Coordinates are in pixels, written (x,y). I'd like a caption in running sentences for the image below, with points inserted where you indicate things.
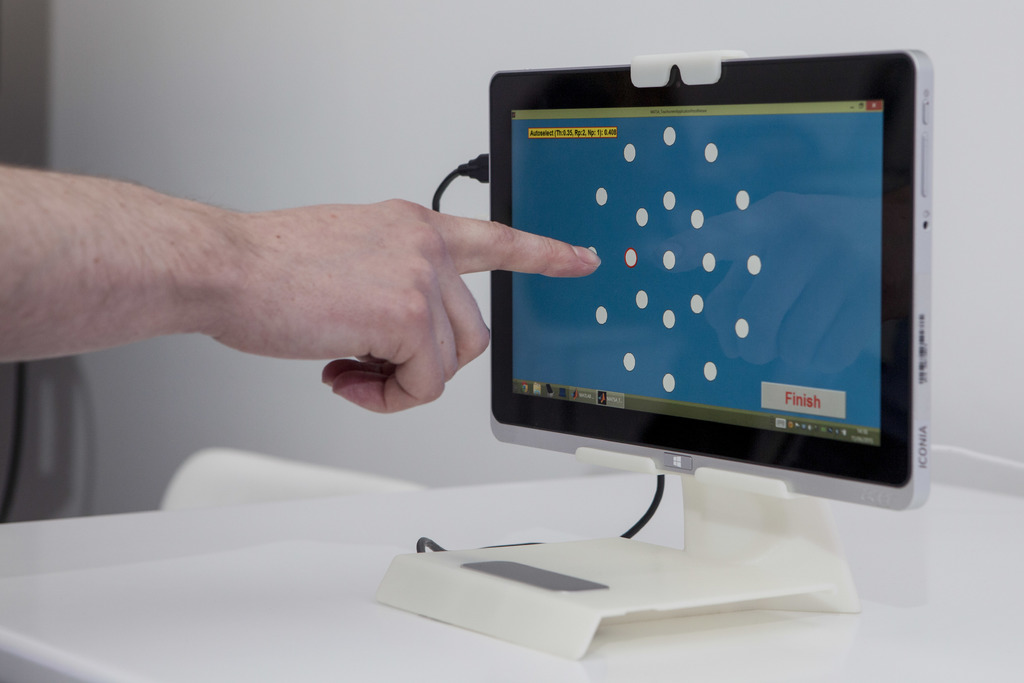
On this table (886,597) there is a tab (710,204) with cable (436,193). This person (35,245) is pointing the screen (633,255).
